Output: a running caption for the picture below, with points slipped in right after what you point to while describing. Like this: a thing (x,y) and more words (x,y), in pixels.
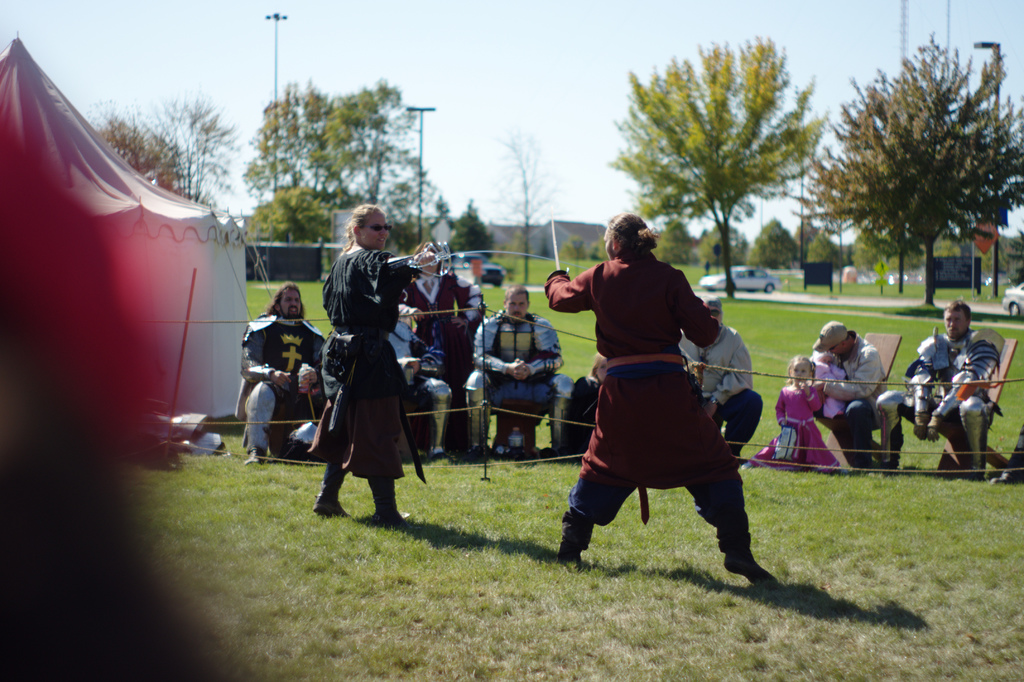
At the bottom of the image (434,587) on the ground (430,592) there is grass (468,616). There are two persons (600,344) standing on the ground (388,658) and holding the swords (564,269) in their hands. Behind them there is fencing (228,320) with ropes (922,451). Behind the fencing (1008,382) there are few people (251,360) sitting on the chairs (531,403). And also there is a tent (153,236). In the background (938,281) there are trees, boards (968,278), poles (275,51), cars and roads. And also there is sky (559,114).
